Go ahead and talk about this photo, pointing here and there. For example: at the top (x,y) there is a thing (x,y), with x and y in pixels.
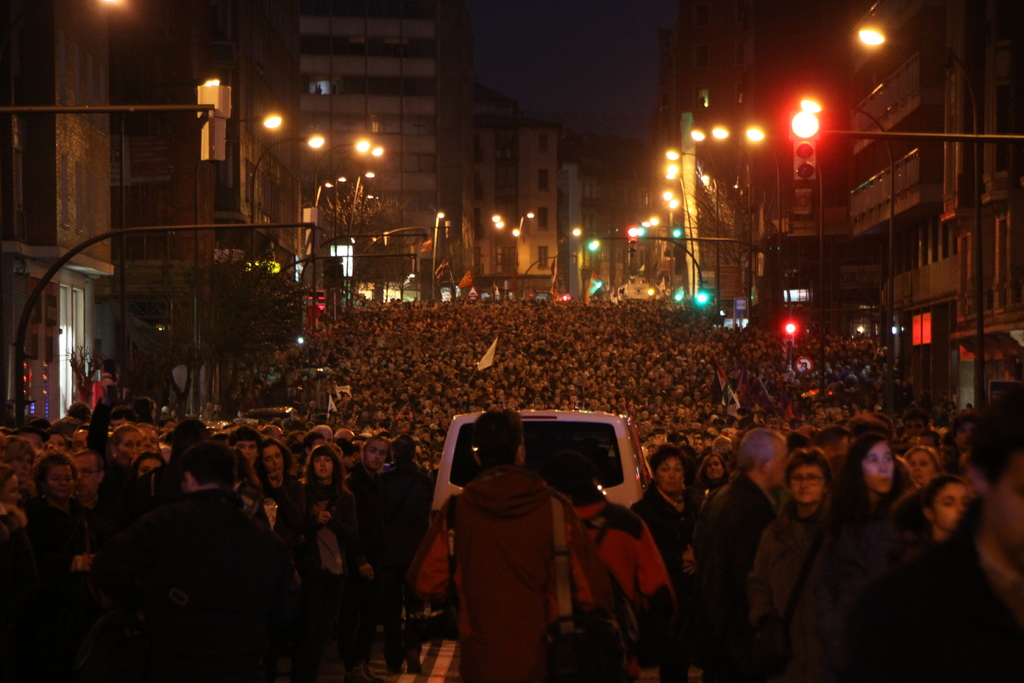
In this picture in the front (532,481) there is a man (534,574) standing and on the right side (822,276) there are buildings (826,265), lights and there are persons (860,481). In the background (455,396) there are group of persons (417,364), there is a vehicle (609,440) and there are buildings (496,242) and there are light poles (353,248).
